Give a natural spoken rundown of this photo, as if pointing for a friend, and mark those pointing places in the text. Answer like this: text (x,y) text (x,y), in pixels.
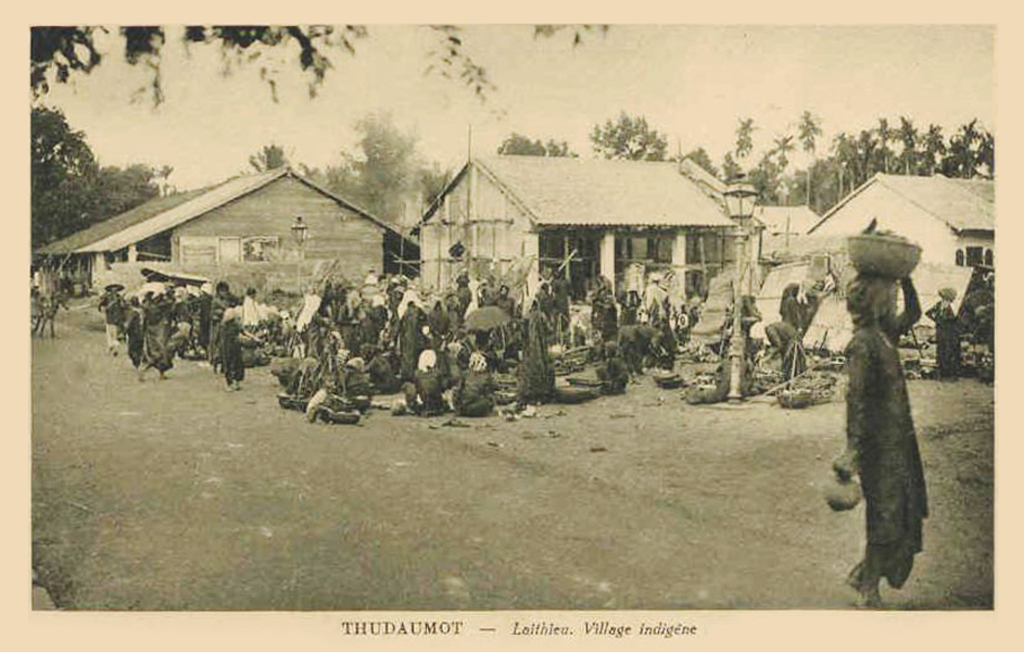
This is an edited image. In this image I can see a crowd of people (129,340) sitting and standing on the ground (588,537). On the right side (886,366) there is a person (889,373) carrying a basket (879,269) on the head (874,280) and walking. In the background (447,233) there are few houses (339,229) and trees (836,161). At the top of the image (482,84) I can see the sky (422,89). At the bottom of this image (403,626) there is some text (626,627). This is a black and white picture.
